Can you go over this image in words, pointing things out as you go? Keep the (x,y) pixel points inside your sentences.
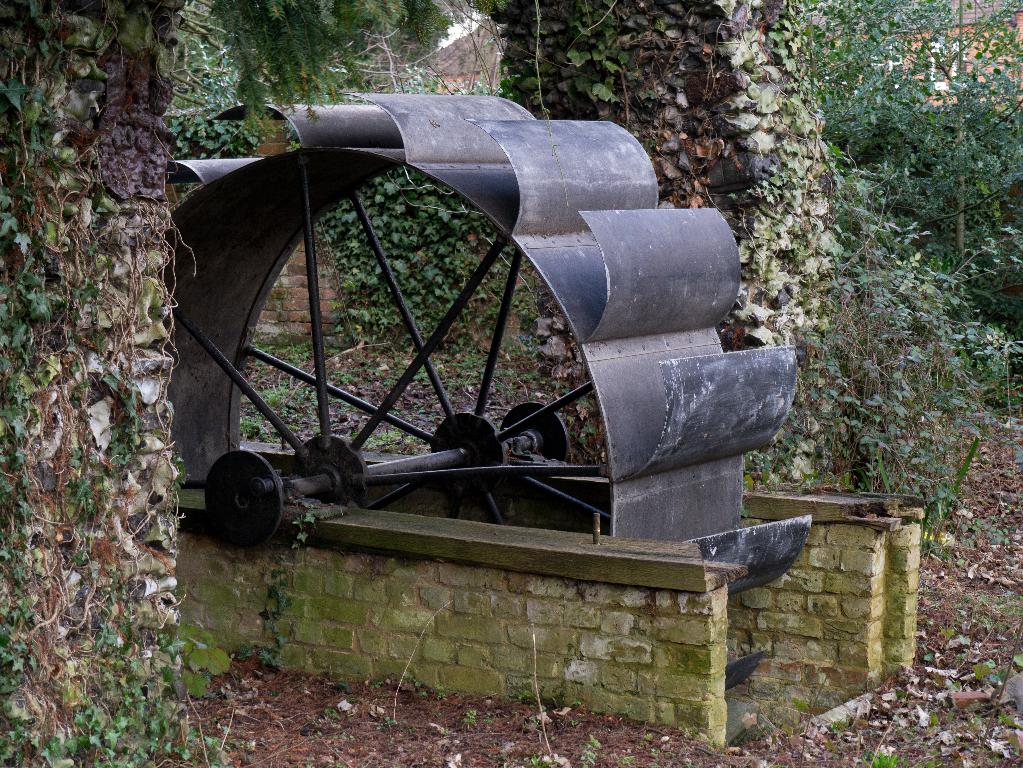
In this image I can see the machine (353,400) which is in grey color. In the background (303,399) I can see many trees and the ground (286,406).
